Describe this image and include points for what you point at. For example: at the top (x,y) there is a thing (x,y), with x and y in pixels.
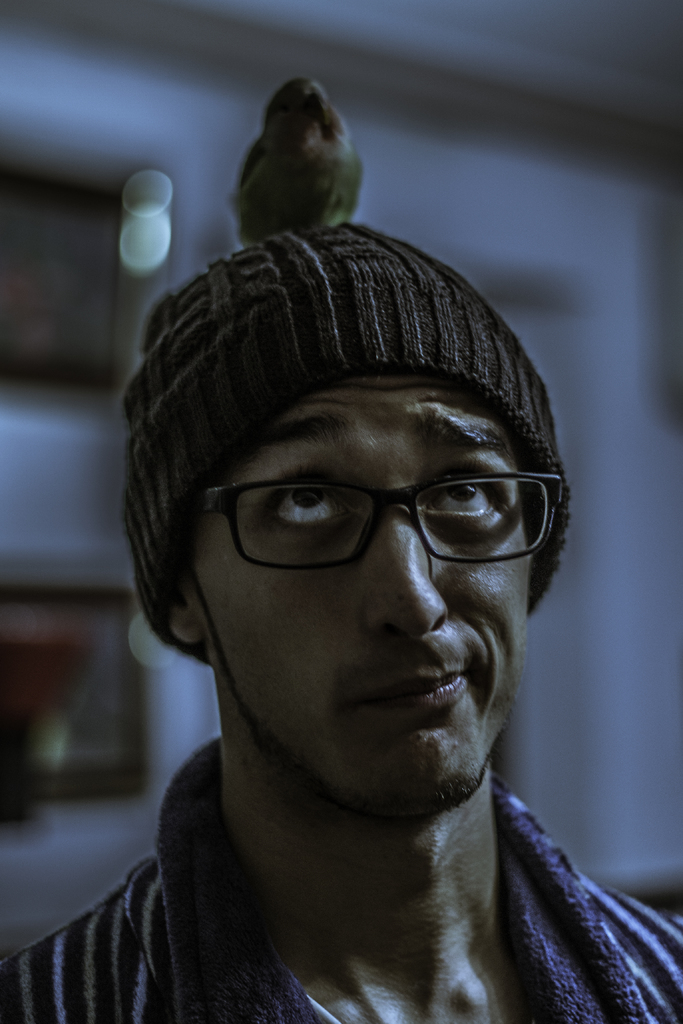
In this picture I can see a man (410,560), he is wearing a cap (380,276). There is a bird (337,204) on his head (329,443).
